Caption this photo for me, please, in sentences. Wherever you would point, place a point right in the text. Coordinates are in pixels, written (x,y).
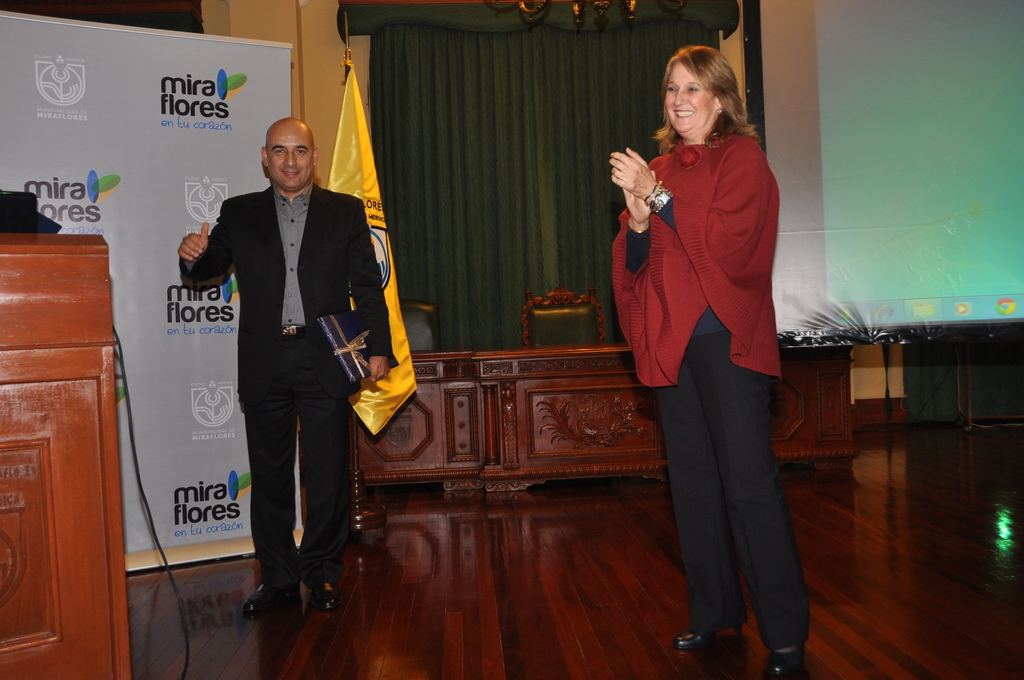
On the right side of the image (749,551) woman (711,284) standing on the floor (844,661). On the left side of the image (296,183) we can see man (252,251) holding book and standing on the floor (363,658). In the background (367,136) we can see flag (367,136), advertisement (61,214), table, cupboards (844,408), curtain (441,57) and wall (365,70).
